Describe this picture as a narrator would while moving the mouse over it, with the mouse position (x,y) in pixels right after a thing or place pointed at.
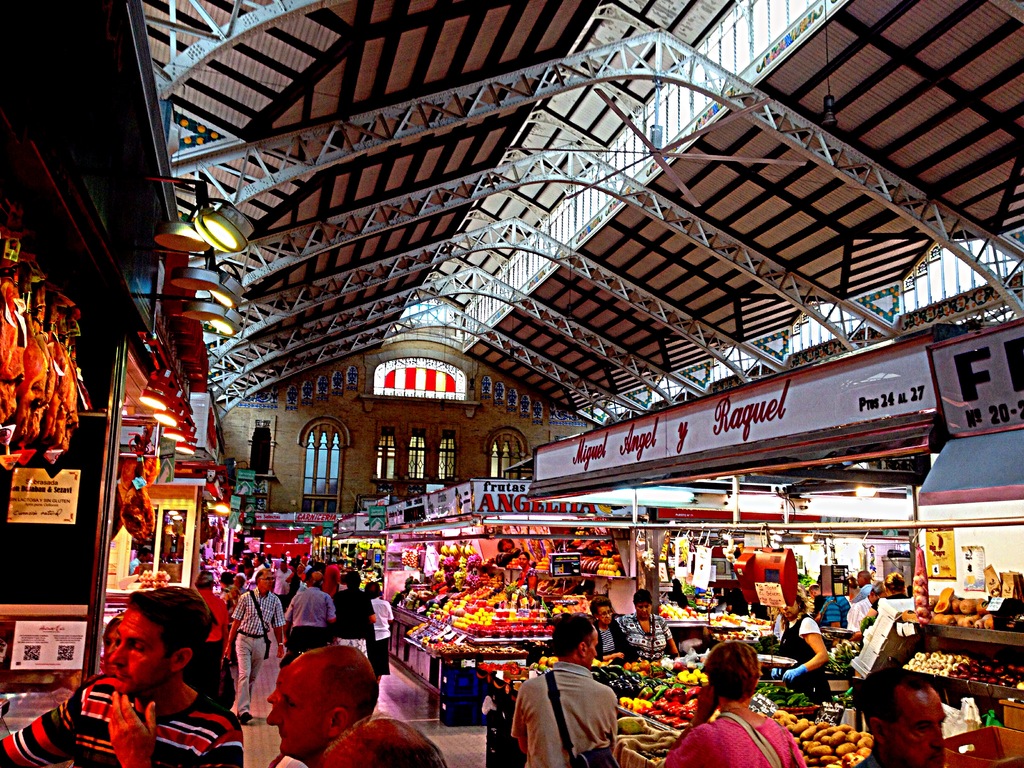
In the image we can see there are many people (277,606) around, they are wearing clothes (358,641), this is a handbag (600,753), poster (975,378) and light (215,225). There are fruits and vegetables (932,652), These are the windows (426,461) of the building (307,457), this is a footpath (443,733).
